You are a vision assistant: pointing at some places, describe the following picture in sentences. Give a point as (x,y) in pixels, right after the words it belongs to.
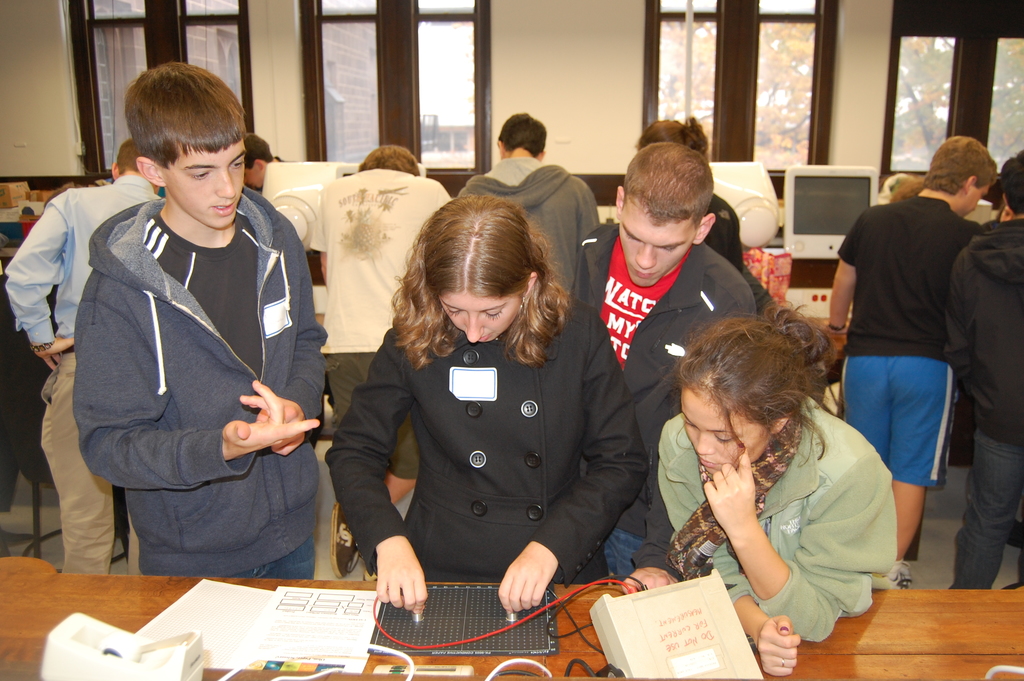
In this image there are people (553,288), windows (938,110), tablet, monitor (845,233) and objects (307,181). Through the windows (455,108) I can see a building (336,129) and trees (768,64).
